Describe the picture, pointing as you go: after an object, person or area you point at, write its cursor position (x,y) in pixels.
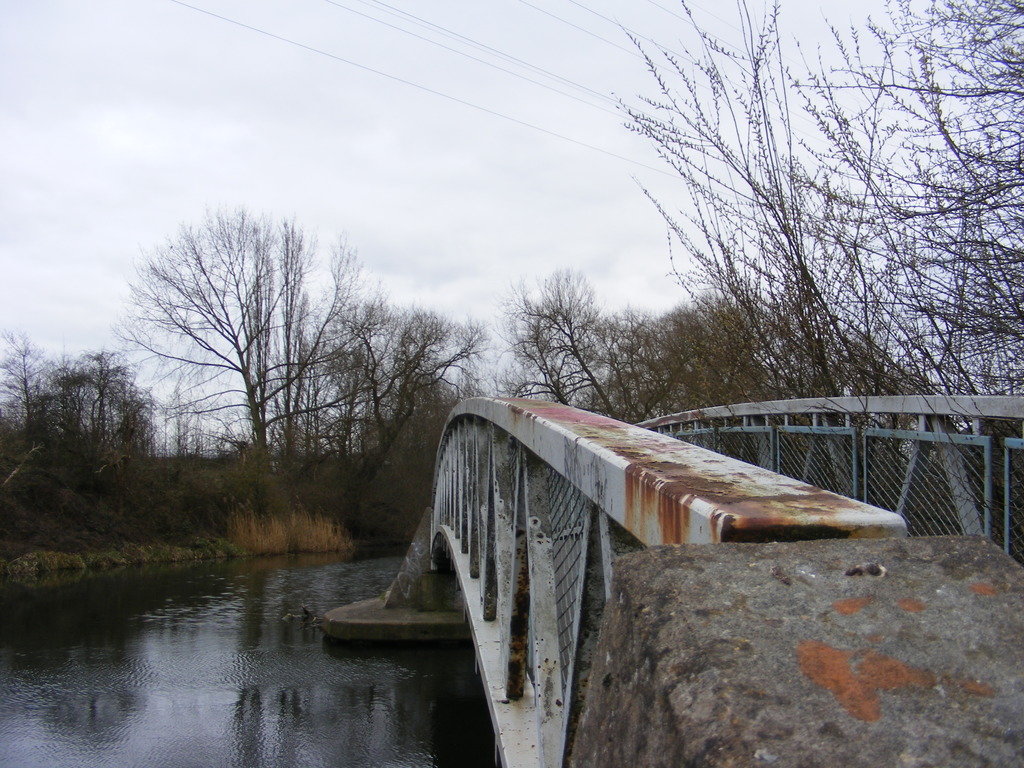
In this image I can see on the left side (97,633) it looks like a pond (279,612). On the right side (793,486) it looks like an iron bridge (729,501), at the back side (254,440) there are trees (636,365), at the top (484,126) it is the cloudy sky (465,128).
